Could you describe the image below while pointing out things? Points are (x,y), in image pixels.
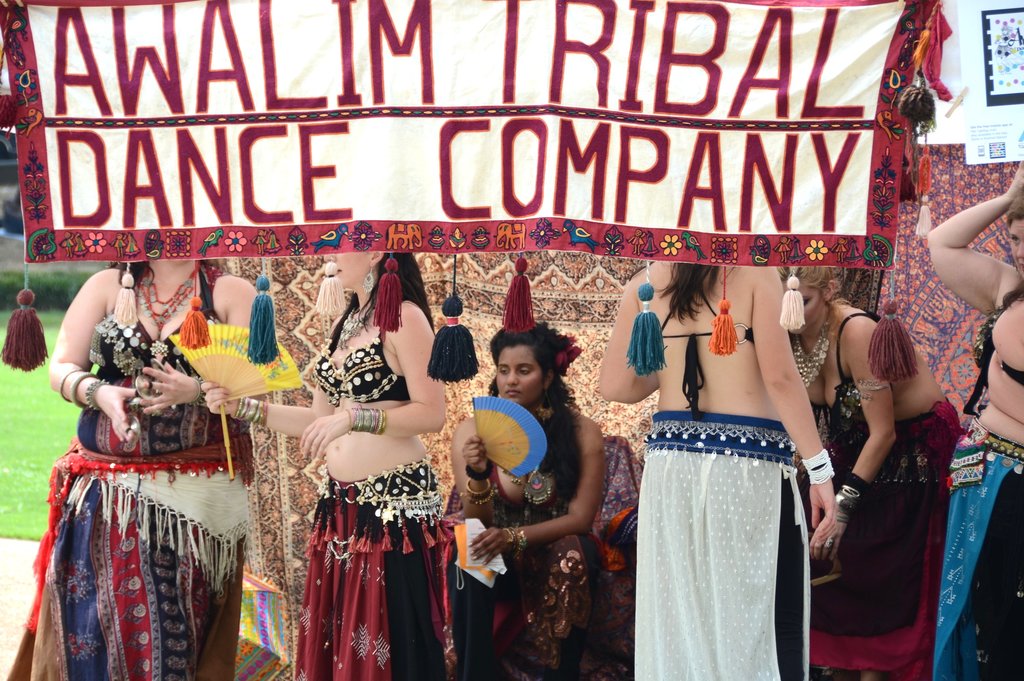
In this picture there are girls (498,345) in the costumes (972,664) and there is a flex (485,132) at the top side of the image (485,132) and there is grassland (0,342) in the background area of the image (0,342).
